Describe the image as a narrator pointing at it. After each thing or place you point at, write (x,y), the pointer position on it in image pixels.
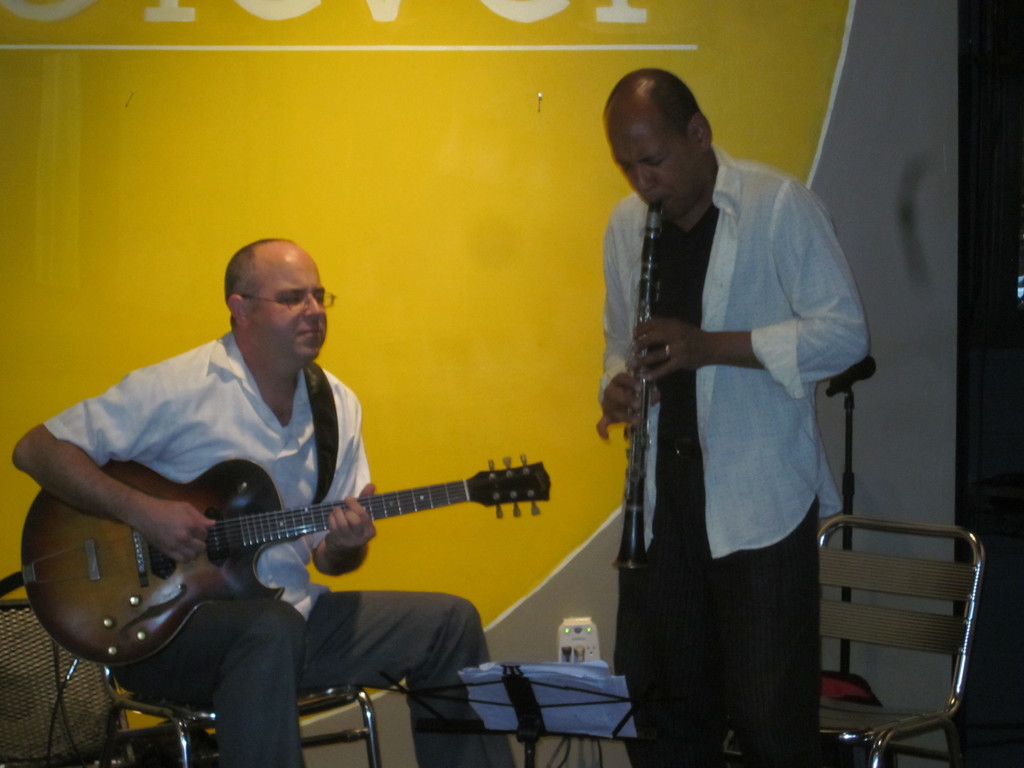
In the image we can see there is a man (306,671) who is sitting and holding a guitar (102,536) in his hand (168,502) and beside him there is a man (703,287) who is standing and playing a musical instrument (634,528) and at the back (504,223) the wall (367,130) is in yellow colour.
